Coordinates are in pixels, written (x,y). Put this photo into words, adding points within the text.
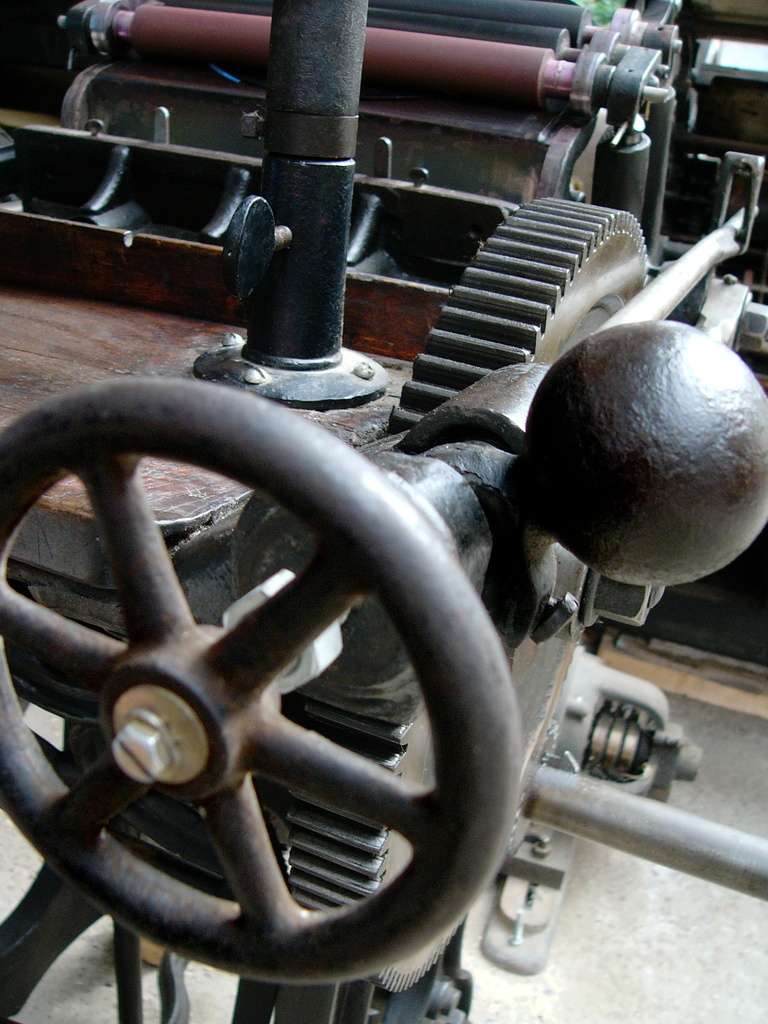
In this image I can see a machine (310,499).
